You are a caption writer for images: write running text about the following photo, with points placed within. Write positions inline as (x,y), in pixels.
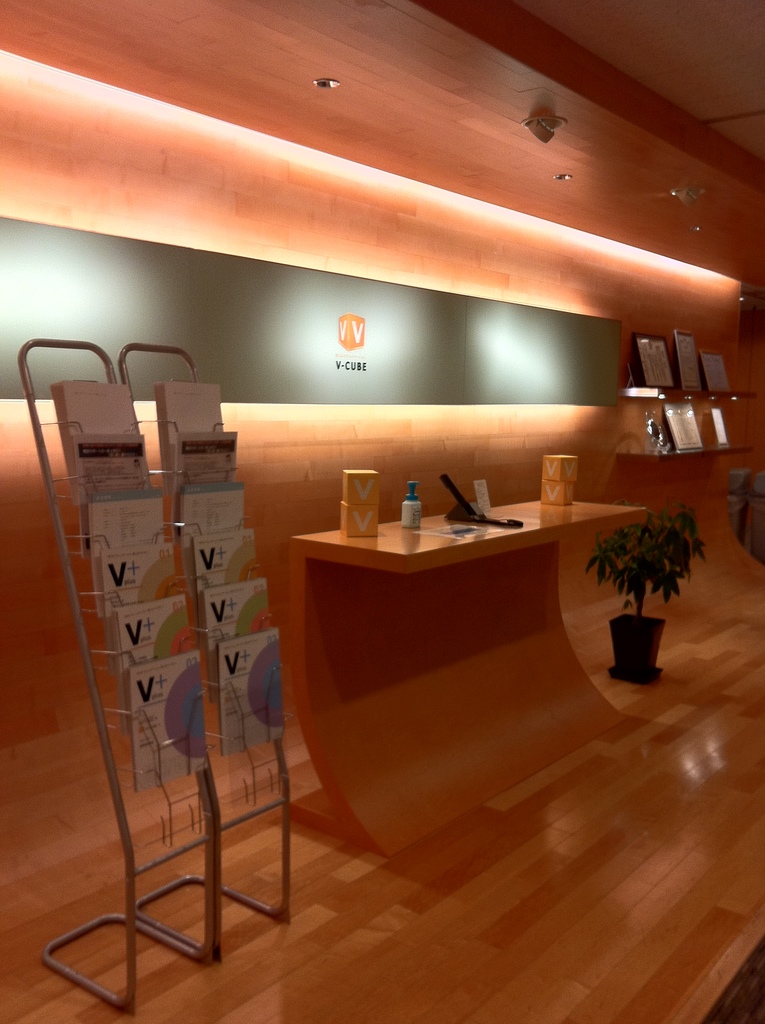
In this picture I see the stand (82,470) on which there are few books (135,658) and I see the desk (350,630) side to the stand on which there are few things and I see a plant (630,655) on the floor (609,649). In the background (210,343) I see the wall (216,252) and I see the lights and I see few more things (680,369) over here.
